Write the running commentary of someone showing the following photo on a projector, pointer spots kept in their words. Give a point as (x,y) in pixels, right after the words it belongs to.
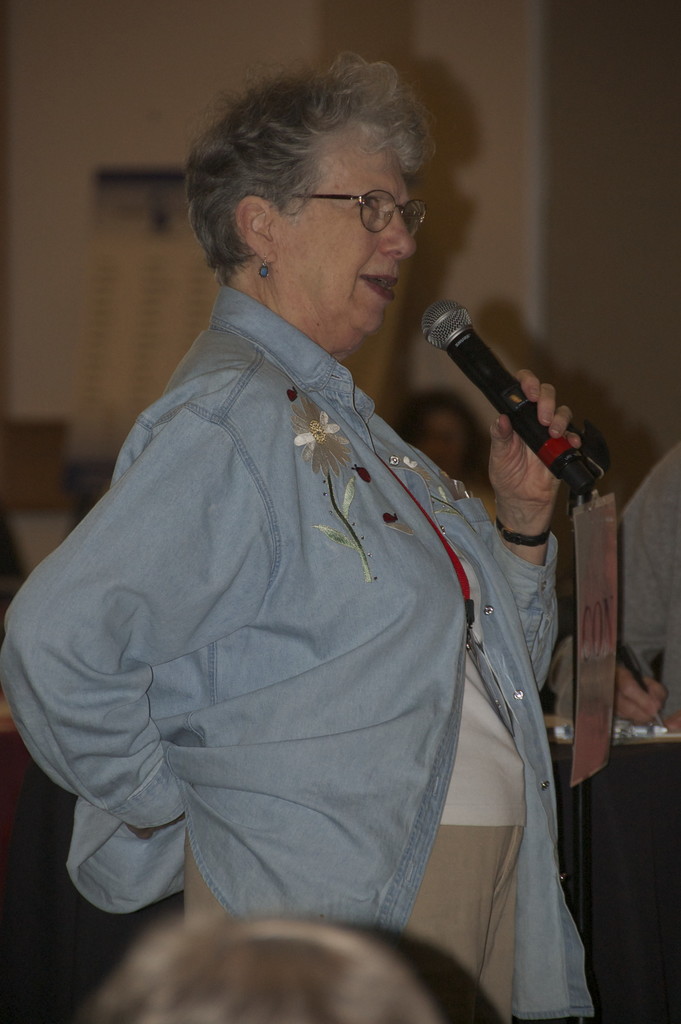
She is standing. She is holding a mic (575,468). She is talking and she is wearing a spectacle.
